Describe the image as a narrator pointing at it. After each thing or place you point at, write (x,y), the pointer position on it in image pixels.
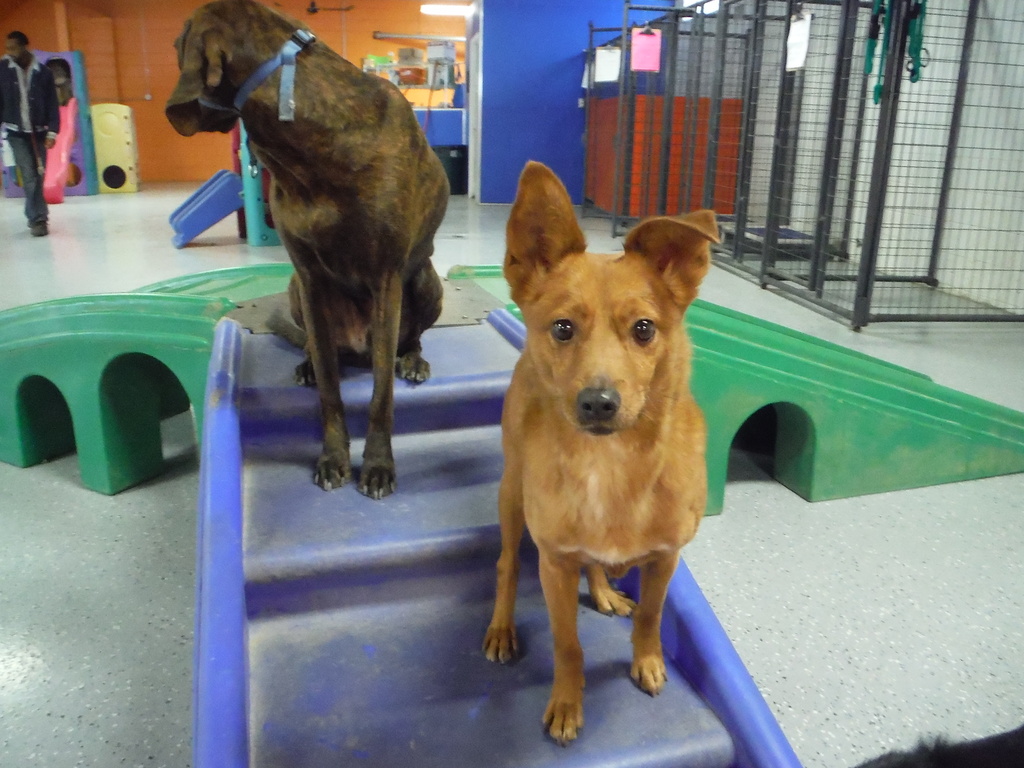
In this image, I can see two dogs (353,198) on an object (431,454). At the top right side of the image (747,148), I can see the cages (756,128). In the background (114,167), there are few objects (132,122) and the wall (504,90). At the top left side of the image (51,133), I can see a person (40,188) standing on the floor (55,235).
